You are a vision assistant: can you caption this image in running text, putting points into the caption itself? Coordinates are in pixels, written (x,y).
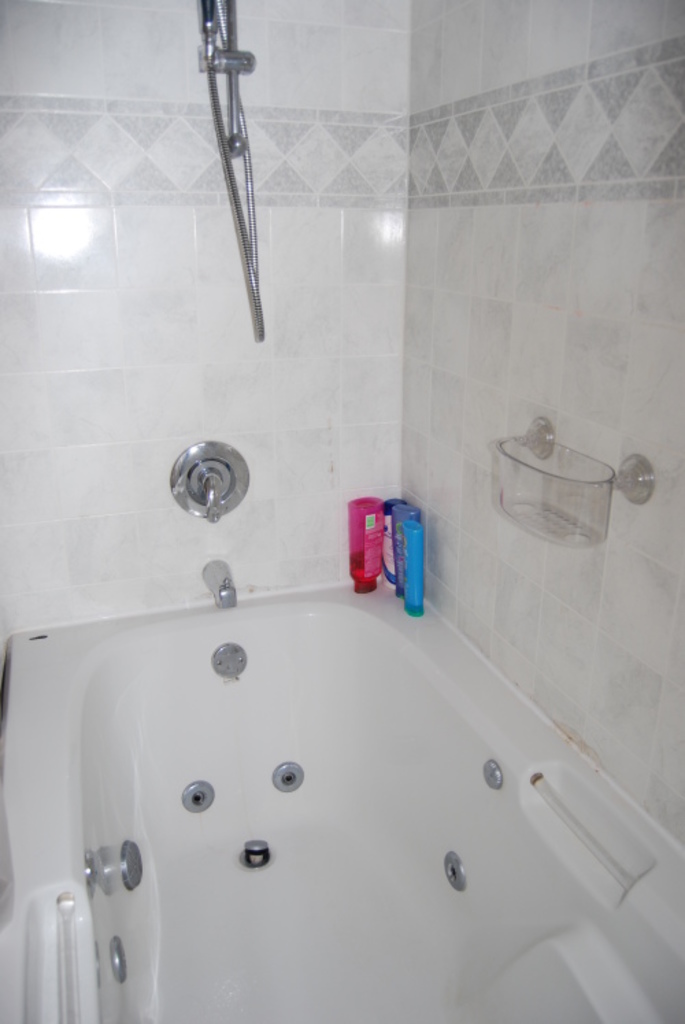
There is a bathtub (293,752). There are bottles (379,523), soap stand (494,472) and a hand shower (219,11). There are white tiles (411,284).
